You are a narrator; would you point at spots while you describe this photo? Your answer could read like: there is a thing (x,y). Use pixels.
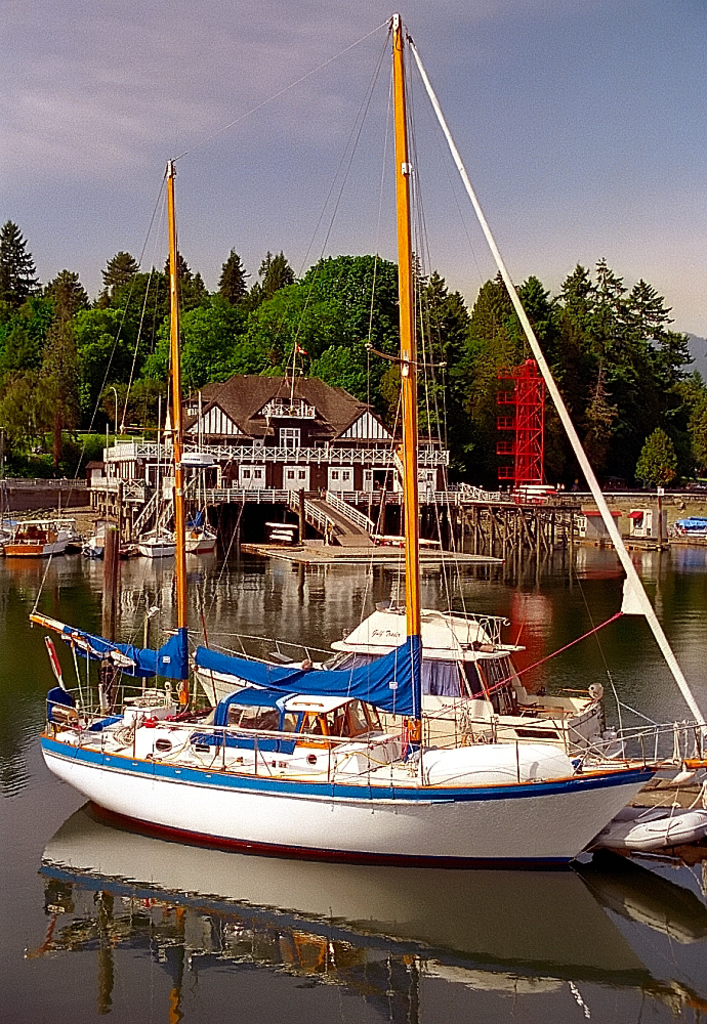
In this picture we can see boats (661,816) on water (636,857) and in the background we can see a building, trees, sky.
